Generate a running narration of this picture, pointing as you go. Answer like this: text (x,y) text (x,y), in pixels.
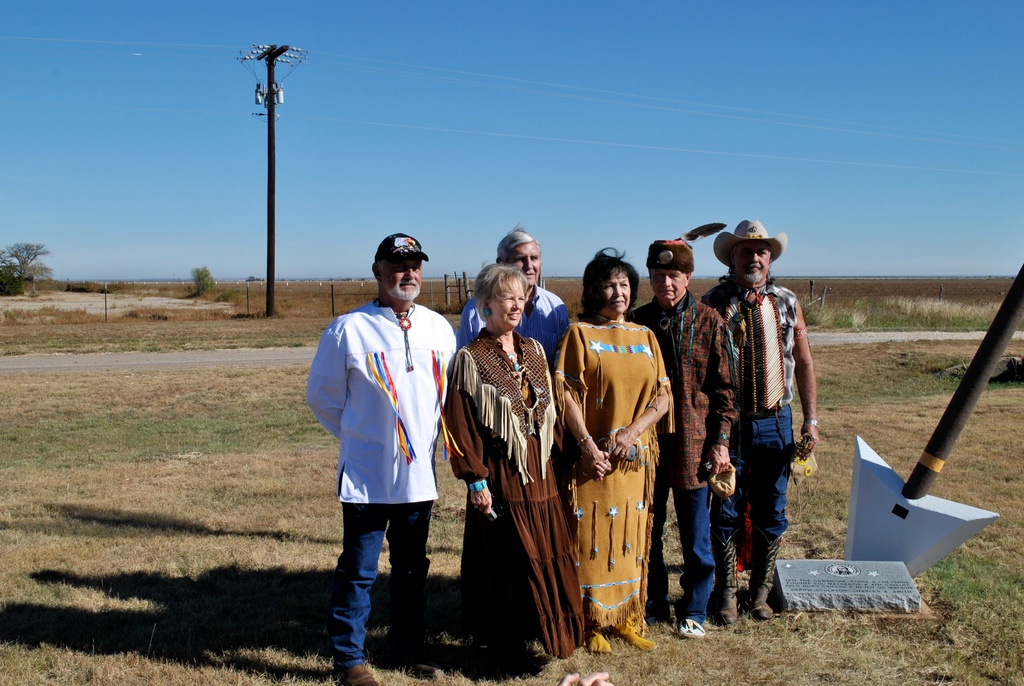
In this image there are group of people (485,368) standing on the ground (215,530). In the background (268,174) there is an electric pole (283,50) on the ground (293,283). At the top of it there are wires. At the bottom (151,561) there is grass (167,527). On the right side (889,507) there is an arrow (924,457).
